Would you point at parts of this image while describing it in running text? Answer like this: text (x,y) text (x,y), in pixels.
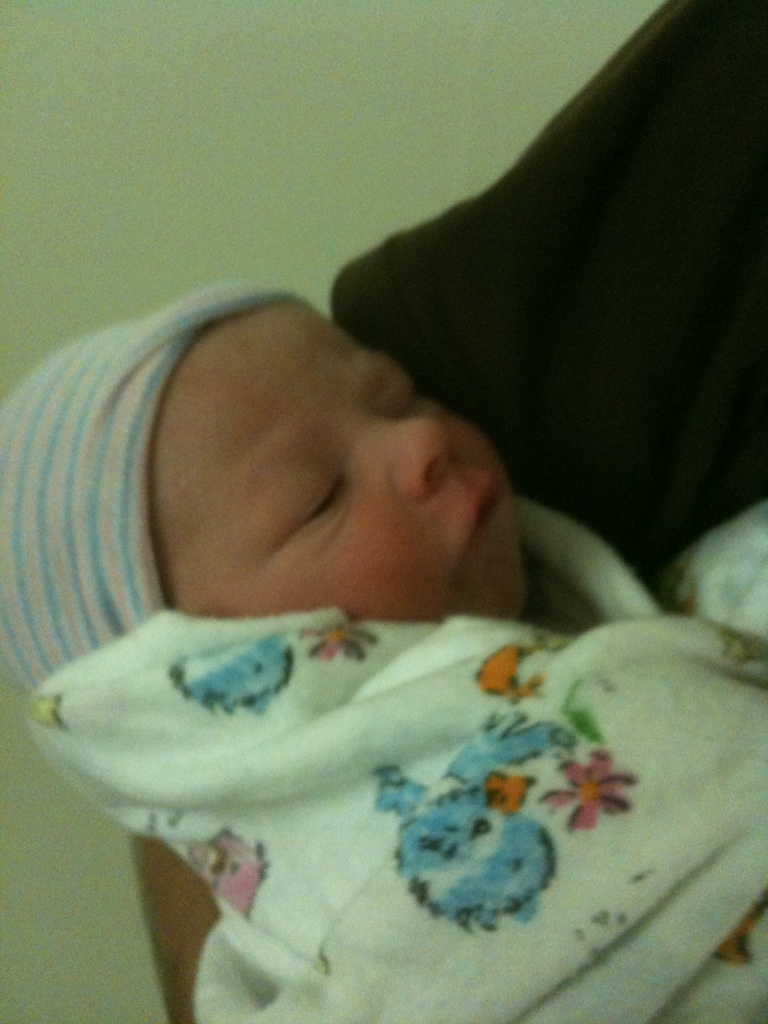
In this image, I can see a small baby (249,568). This baby (251,555) is covered with a blanket (402,759). I think this is the person's hand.
